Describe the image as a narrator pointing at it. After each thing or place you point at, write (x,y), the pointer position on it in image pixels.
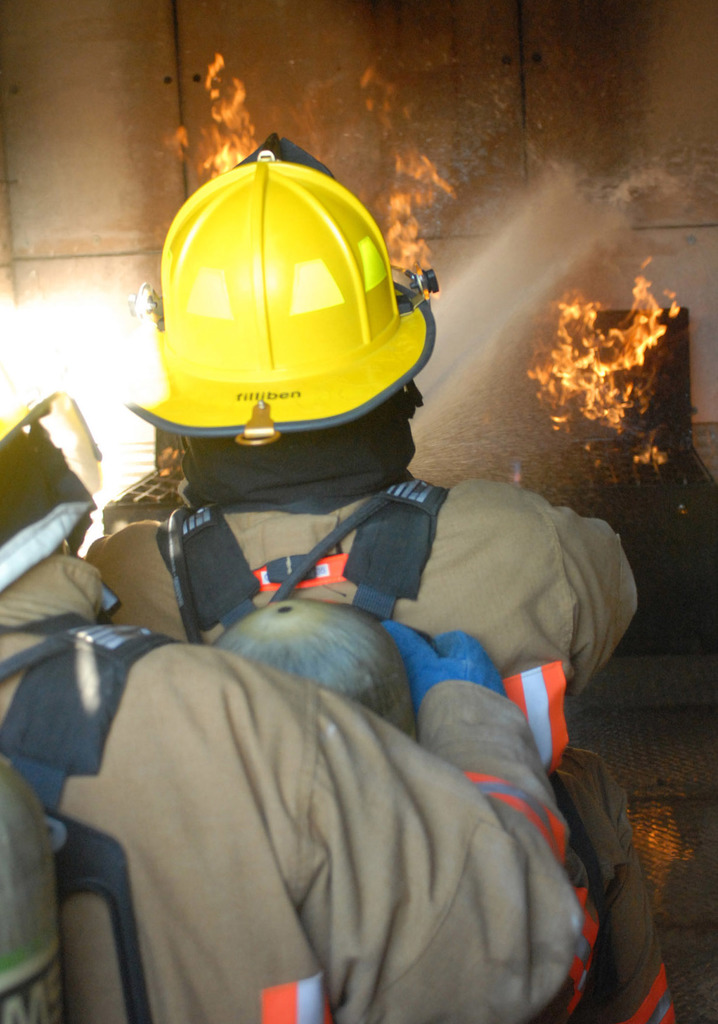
Here we can see two persons (346,523) and among them a person (311,494) has helmet (186,212) on his head (186,212) and carrying a cylinder bag (351,622) on his shoulders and he is watering on the fire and this is a wall (196,95).
